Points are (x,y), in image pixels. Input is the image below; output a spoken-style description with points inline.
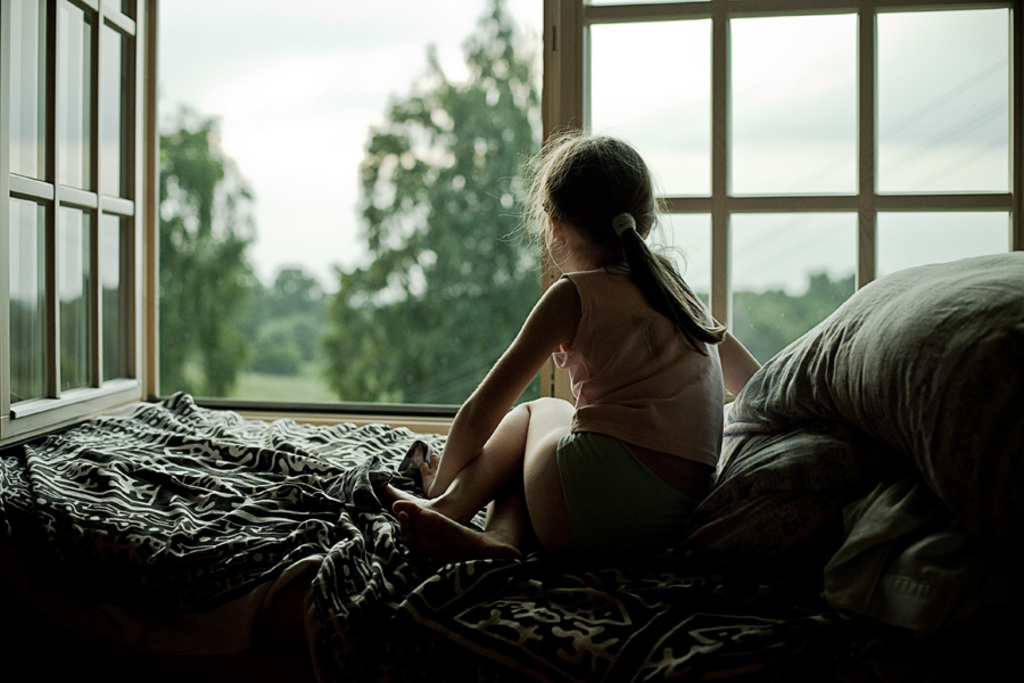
In this image there is a girl (541,316) sitting on the bed (283,500) having blanket (574,553) and few pillows (814,530) are on it. Behind there is a window (80,420) from which few trees (319,344) on the grassland (321,388) and sky (303,184) are visible.
